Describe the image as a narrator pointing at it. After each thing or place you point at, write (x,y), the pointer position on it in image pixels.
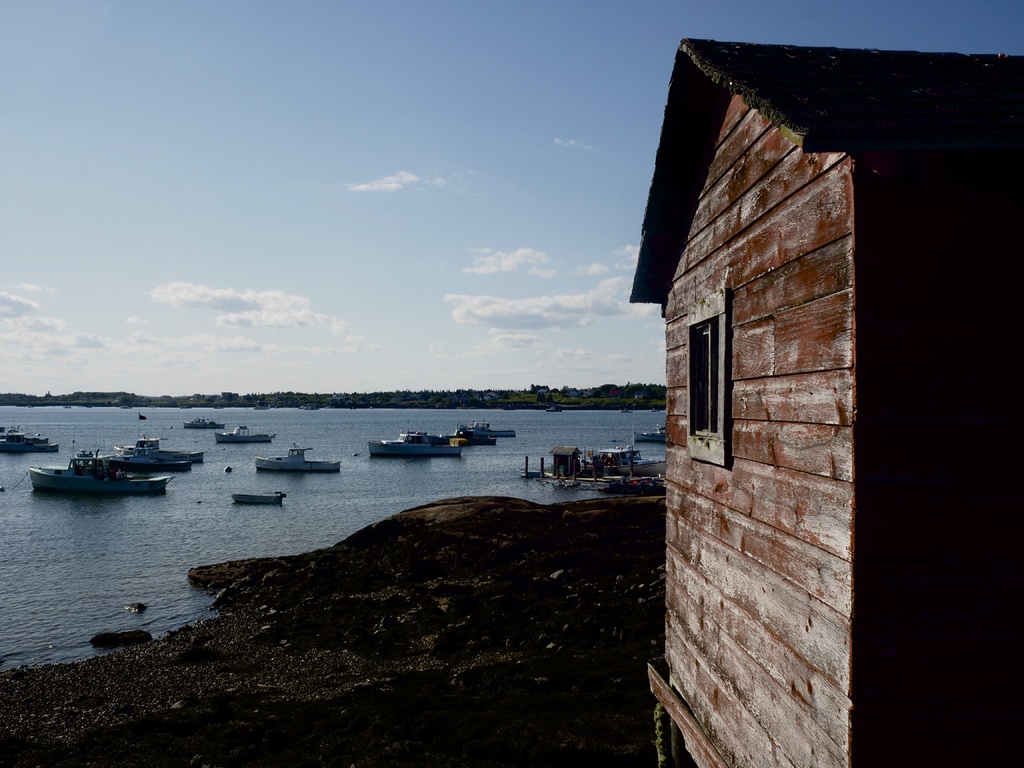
In this image I can see the house (676,459), background (97,453) I can see few boats (128,453) on the water (324,434) and the sky (365,301) is in white and blue color.
